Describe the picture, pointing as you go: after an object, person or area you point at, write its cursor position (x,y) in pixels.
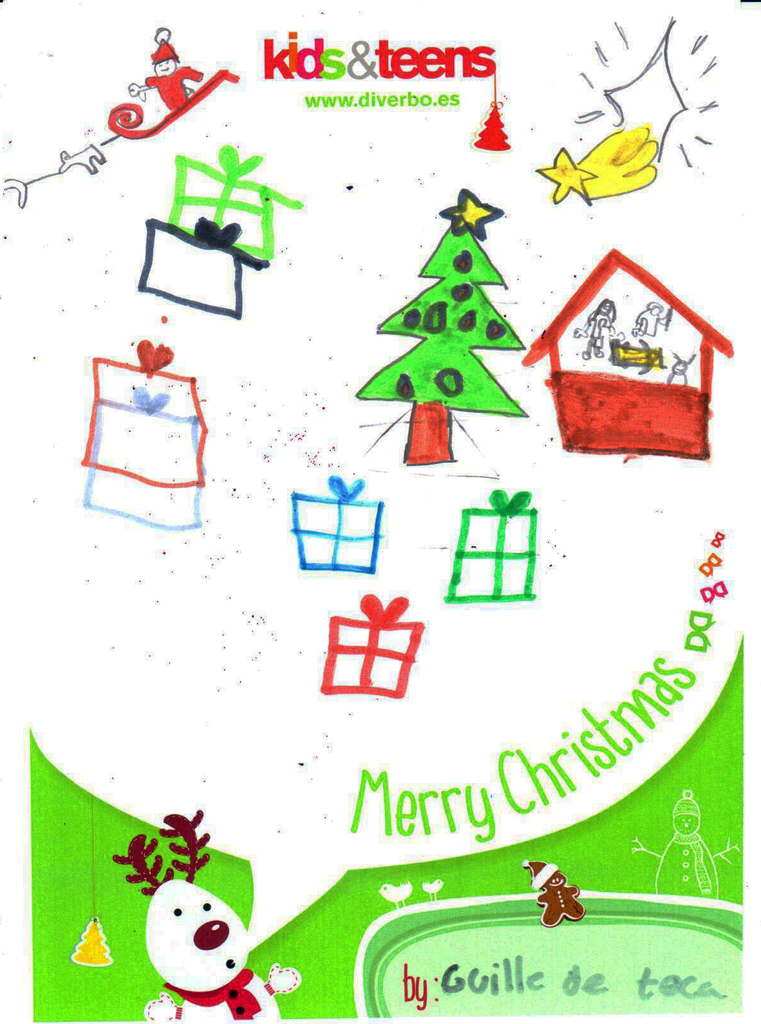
In this image I can see few cartoon pictures (201,923) and sketch paintings (180,400). I can also see something is written on the top (275,70) and on the bottom right side of this image (576,758).
